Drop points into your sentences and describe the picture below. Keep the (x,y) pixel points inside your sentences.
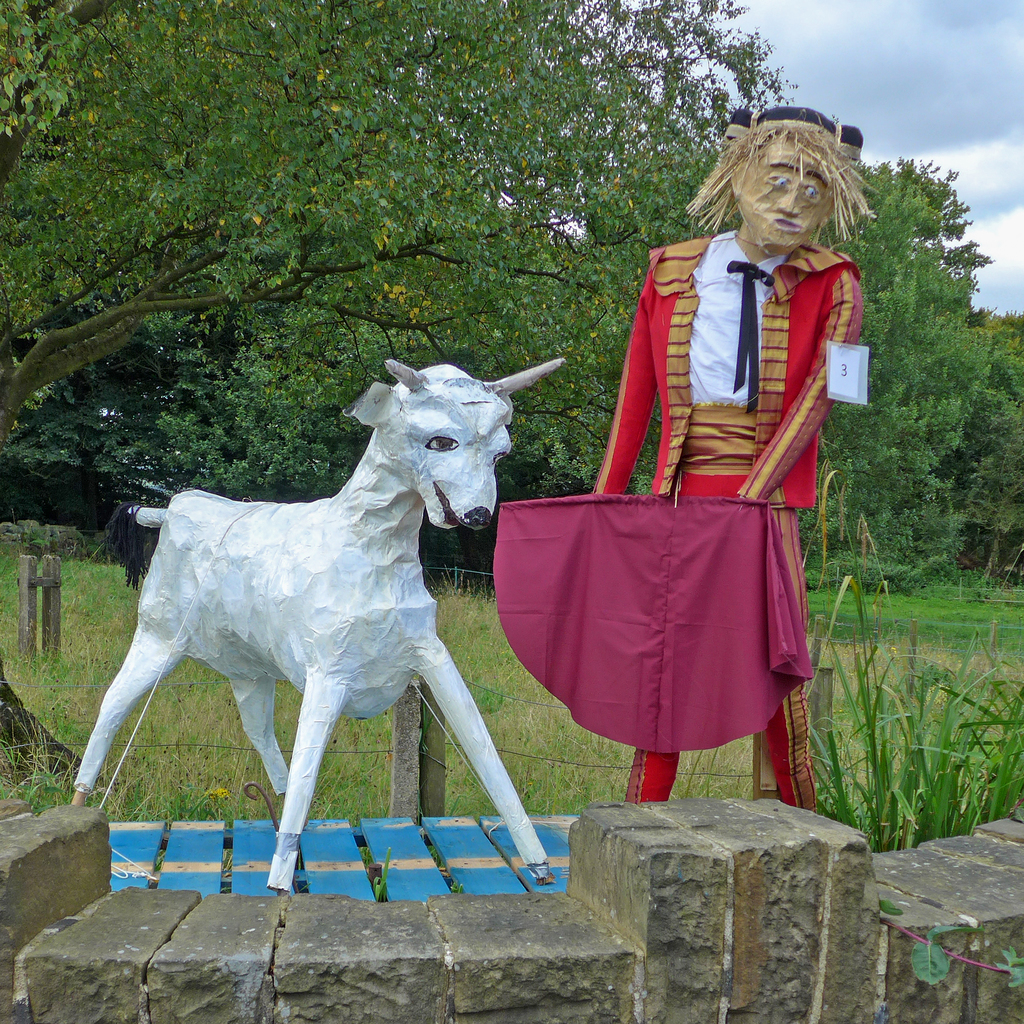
In the foreground of the picture (274,552) there are wall (573,858), sculptures (419,527) of bull (383,519) and a matador (733,414). In the background (112,417) there are plants (943,719), grass (897,739) and trees (528,202). Sky (799,30) is cloudy.
